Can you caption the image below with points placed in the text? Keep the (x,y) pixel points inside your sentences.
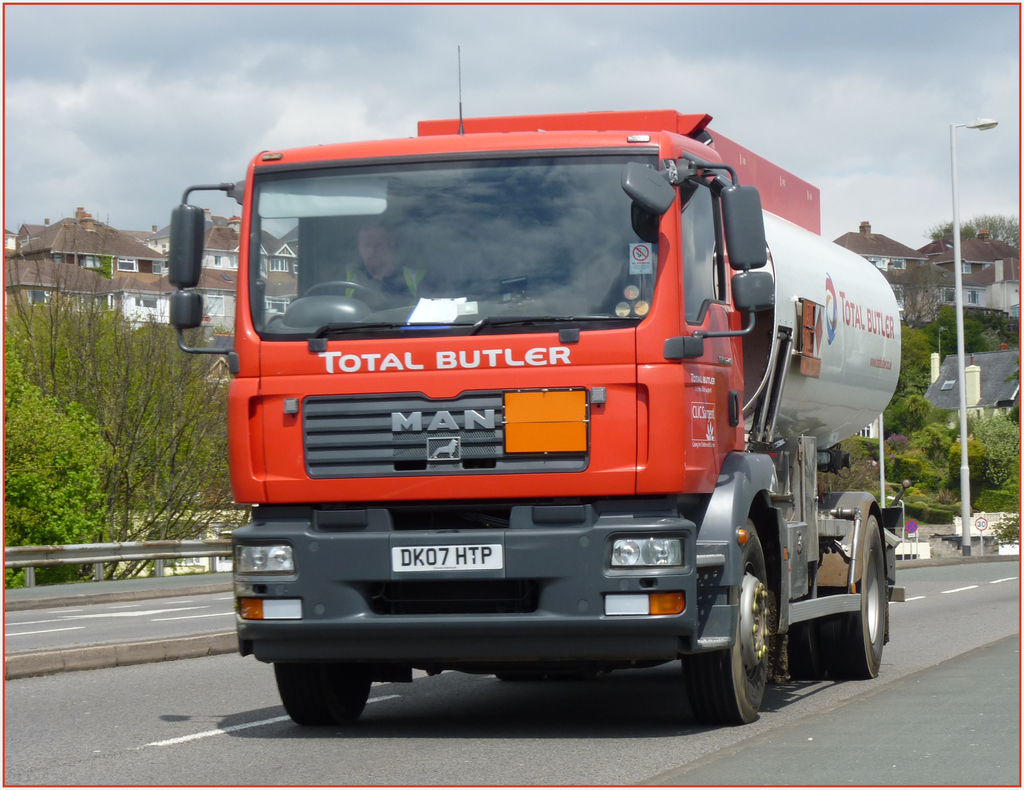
In this picture we can observe a truck (580,454) moving on this road (519,702). The truck (593,676) is in red color. In the right side (960,312) there is a pole (957,211). We can observe some trees (113,456) here. In the background (135,273) there are buildings (970,260) and a sky (362,65) with clouds (375,85).
